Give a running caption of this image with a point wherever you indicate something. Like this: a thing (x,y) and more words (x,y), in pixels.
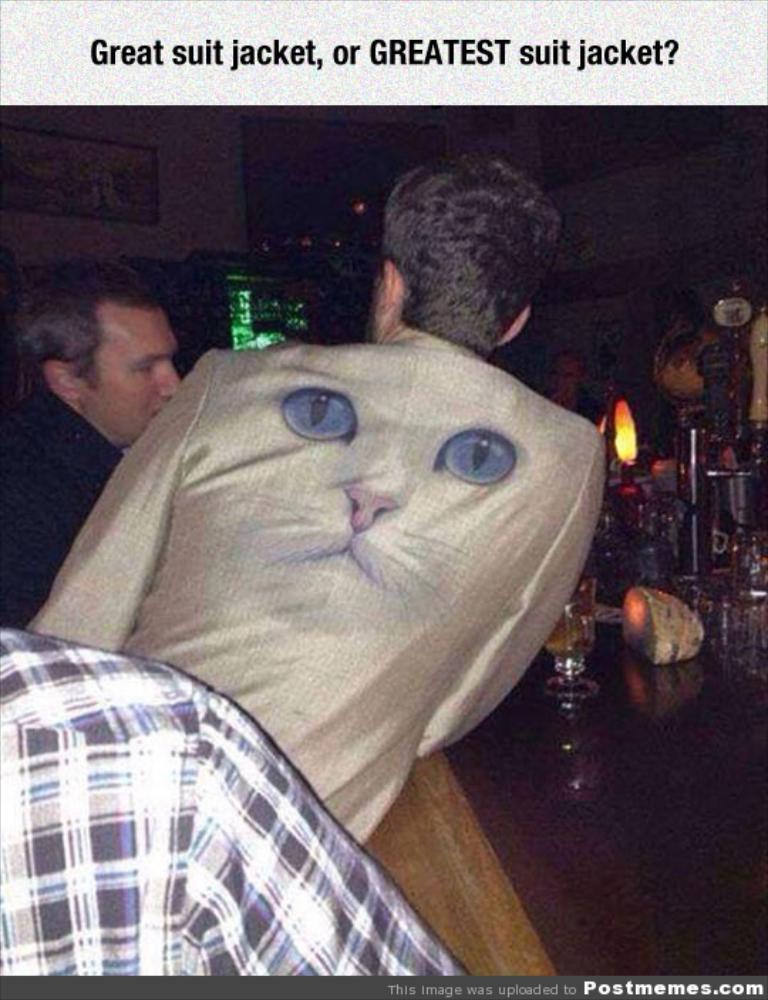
In the center of the image (305,563) we can see three persons (259,533) are standing. And we can see an animal face image (375,539) on one of the person's shirts (411,577). Beside them, we can see one wooden object (476,855). On that object (655,739), we can see some objects (671,608). At the bottom right side of the image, we can see some text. In the background (251,209) there is a wall (180,203), frame (82,158) and a few other objects (655,545). At the top of the image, we can see some text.
